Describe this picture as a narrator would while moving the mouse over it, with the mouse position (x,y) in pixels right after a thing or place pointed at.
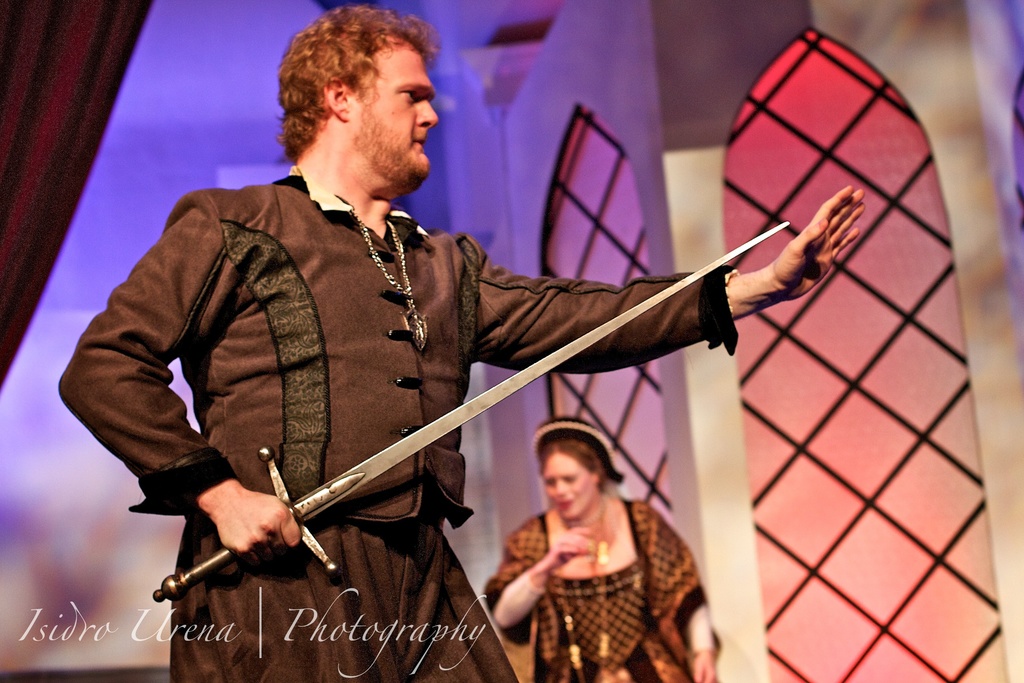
In the image we can see a man (312,321) wearing clothes (296,336) and neck chain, and the man (364,426) is holding a sword (367,459) in his hand (254,511). This is a watermark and behind him there is a woman (580,504) standing, wearing clothes (579,625), this is a building (622,98) and the background (564,82) is blurred.
